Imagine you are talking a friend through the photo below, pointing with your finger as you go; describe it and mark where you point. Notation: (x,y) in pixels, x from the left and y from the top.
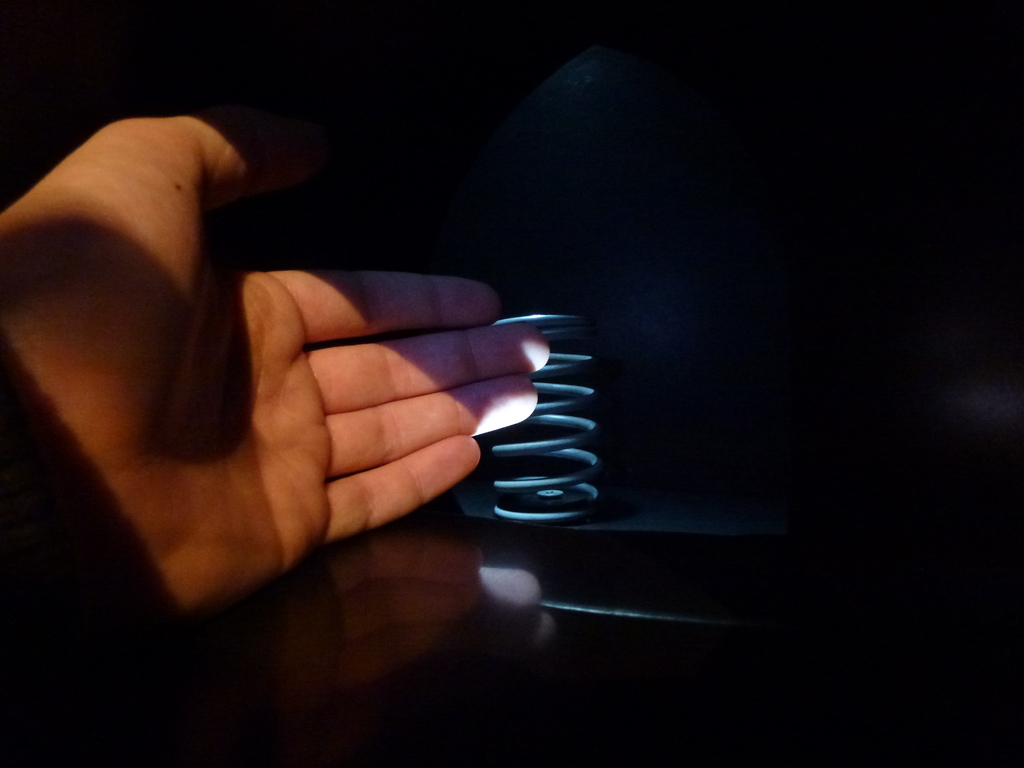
This is a zoomed in picture. On the left (322,472) we can see the hand (204,399) of a person (306,415). The background of the image (833,309) is very dark. In the center (594,484) there is an object (551,464) and we can see some other objects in the background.
